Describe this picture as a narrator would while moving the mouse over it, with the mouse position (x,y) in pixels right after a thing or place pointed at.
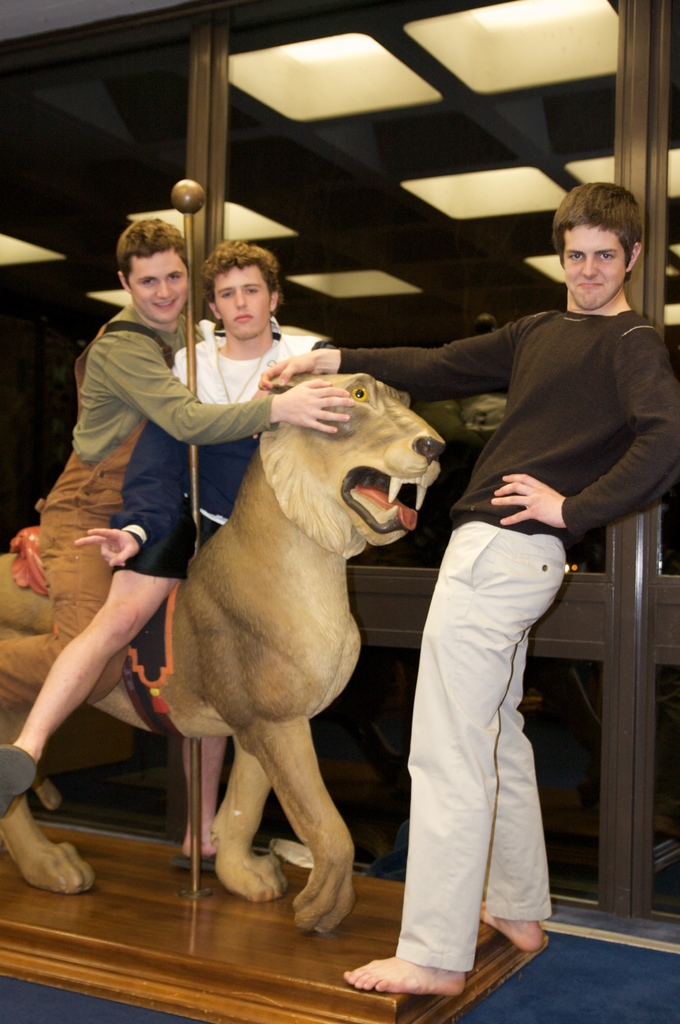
In the center of this picture (246,374) we can see the two persons (271,314) sitting on the sculpture of an animal (266,621). On the right (583,237) there is a person (547,406) wearing black color t-shirt (546,455) and standing. In the background (410,189) we can see the roof (354,125), ceiling lights (285,70) and some other objects (2,426), we can see the metal rod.
